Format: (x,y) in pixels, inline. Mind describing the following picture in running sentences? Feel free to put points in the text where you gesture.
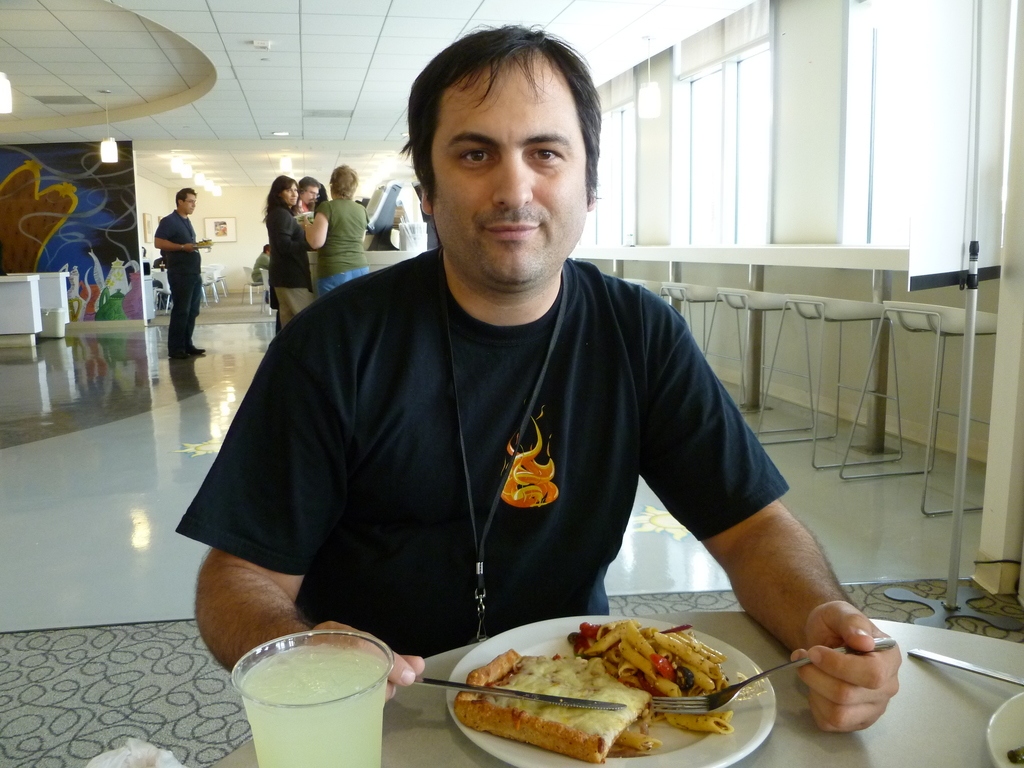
In this image I can see the person (431,648) with the black color. In-front of the person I can see plate (582,762) with food (552,730), glass (375,749) and one more plate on the table (418,751). I can see the person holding the fork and knife (535,696). In the background (189,250) I can see the group of people (187,345), machines (393,242), chairs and I can see the boards (33,193) to the wall (119,241). I can see the lights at the top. To the right (701,218) I can see the window blinds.
